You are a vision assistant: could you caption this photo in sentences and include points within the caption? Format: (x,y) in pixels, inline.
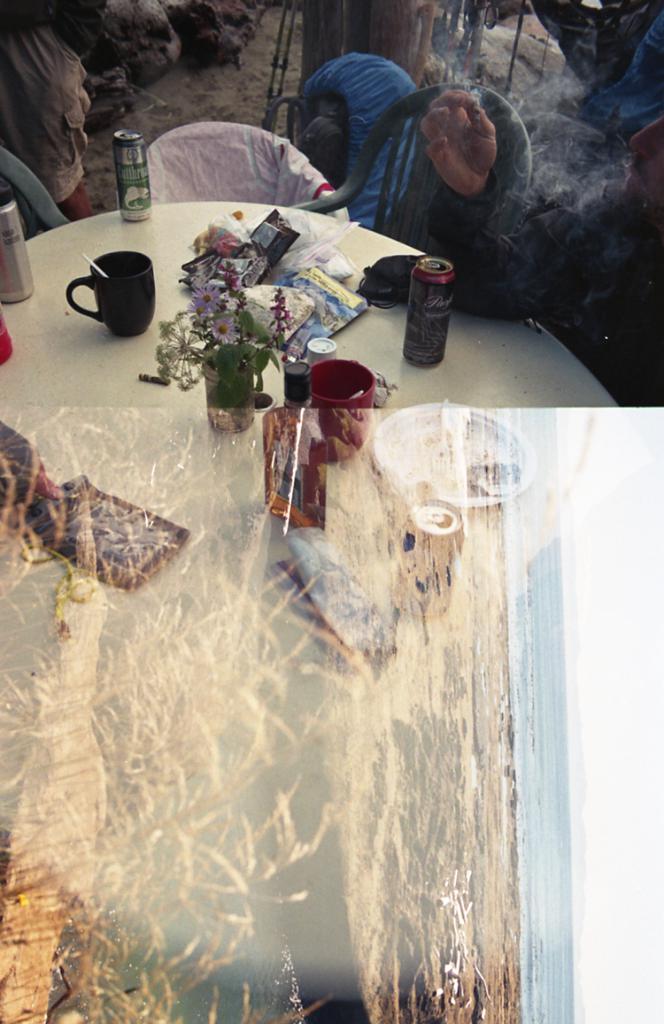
In this picture I can see two images in which I can see grass (282,790), water (566,834) and the sky (584,801). At the top (50,336) I can see a table (119,350) on which cup (153,292), cans (411,348) and other items (249,305) are there and three persons (626,225). This image is taken may be during a day.
